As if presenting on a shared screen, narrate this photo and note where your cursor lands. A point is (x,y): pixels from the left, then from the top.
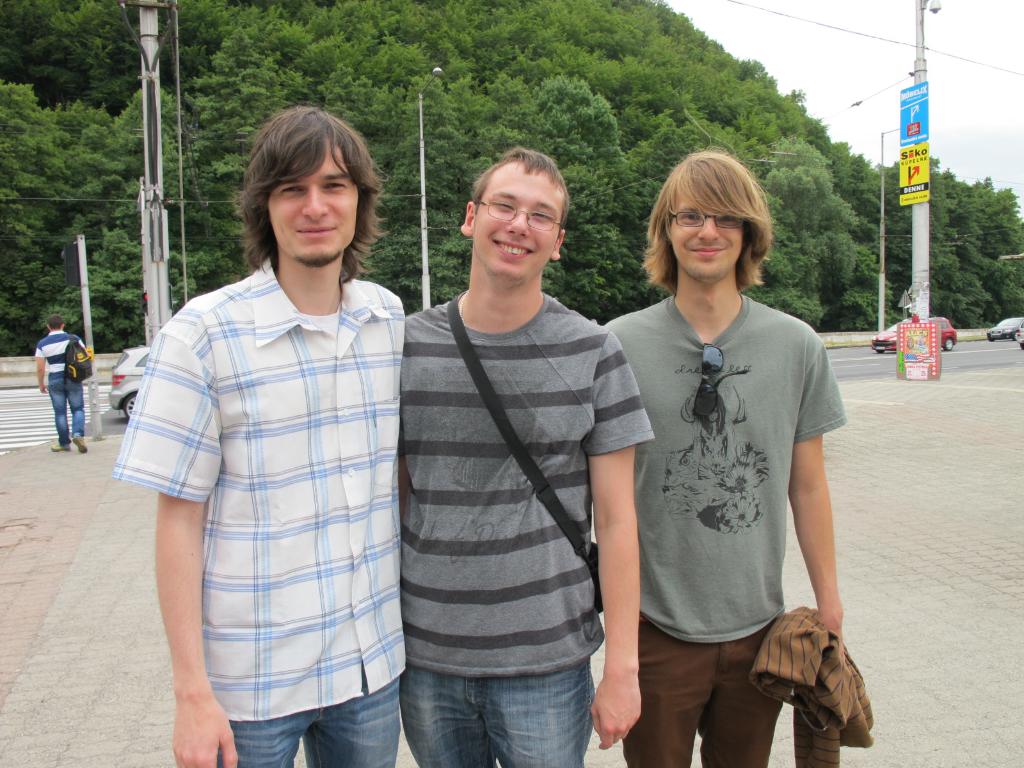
There are three persons (554,545) standing and there are few vehicles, trees (399,40) and poles (926,6) in the background (312,65).
